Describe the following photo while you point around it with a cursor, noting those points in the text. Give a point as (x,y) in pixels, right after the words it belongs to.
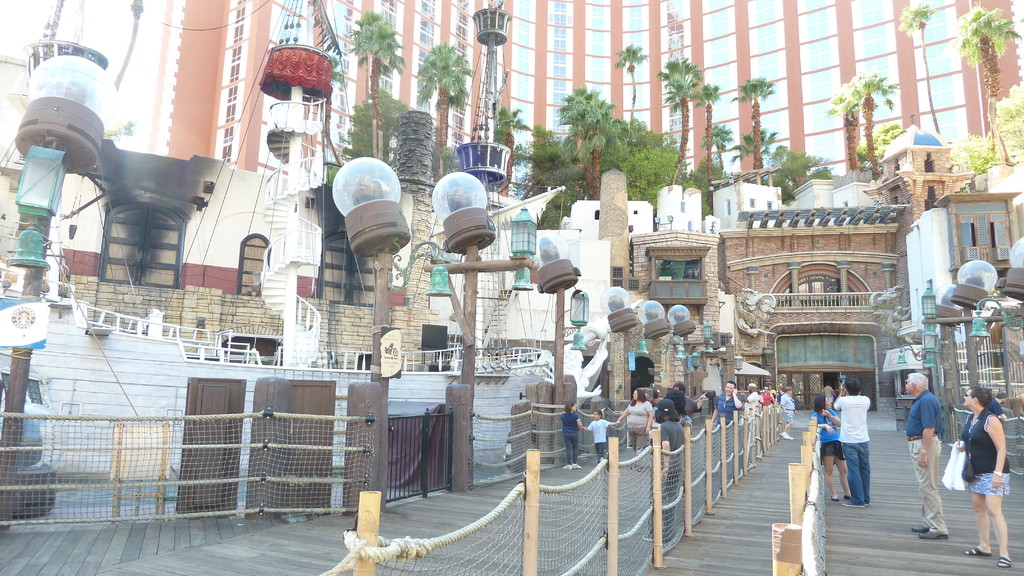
This image consists of many trees (560,142) and a building (204,90). At the bottom (630,530), we can see a fencing (528,484) made up of ropes (502,502) and wooden sticks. At the bottom (848,510), there is a walkway (880,529). And it looks like a pirate ship (78,320). There are many people (784,430) standing on the walkway (957,548).
